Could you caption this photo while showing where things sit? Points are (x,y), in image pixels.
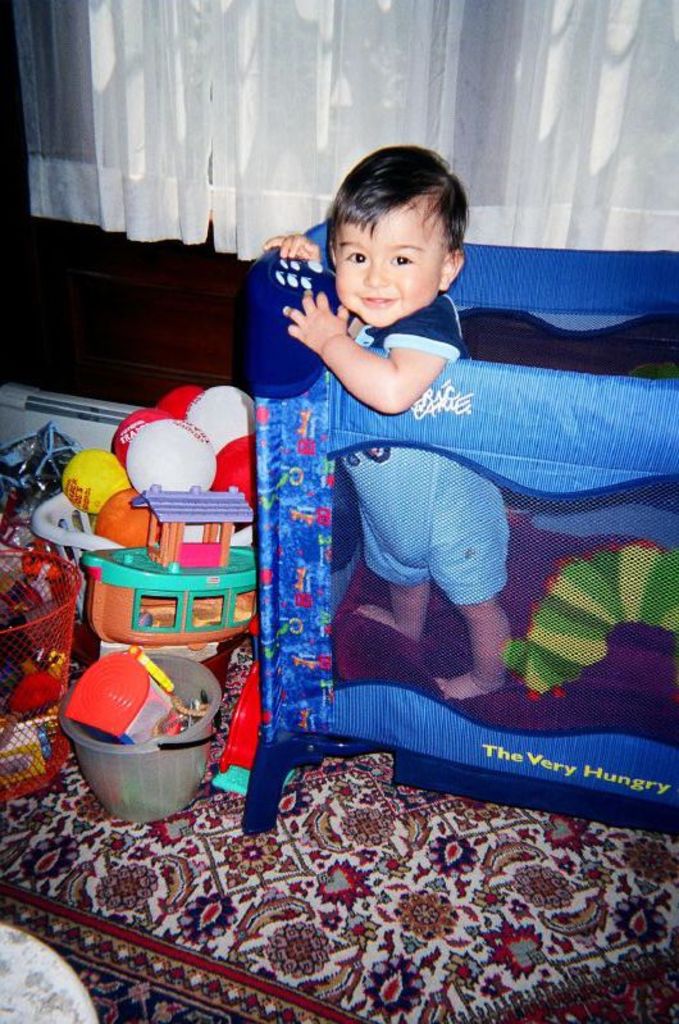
In this image we can see there is a little boy (426,495) in the cradle (428,595), in front of the cradle (269,594) there are toys (132,652) placed on the carpet (422,908). In the background (243,109) there is a curtain (251,118).
